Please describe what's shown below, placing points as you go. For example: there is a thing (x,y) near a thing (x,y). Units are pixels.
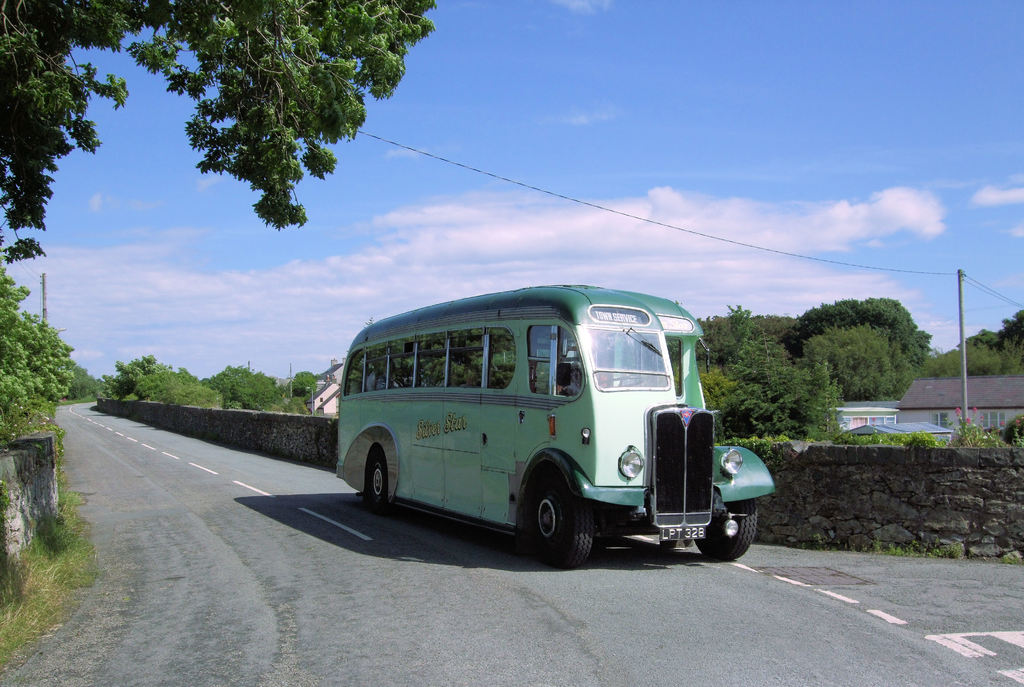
In this image in the center (496,407) there is a vehicle (540,437) moving on the road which is green in colour. On the left side (17,387) there are trees (38,402), there is a pole (45,313), and on the ground (45,583) there is grass (58,581). In the background (250,378) there are trees (782,378), buildings (889,405), pole (966,372) and wire (931,272) is attached to the pole (965,338), and there is a wall (824,490), and the sky (549,207) is cloudy.
